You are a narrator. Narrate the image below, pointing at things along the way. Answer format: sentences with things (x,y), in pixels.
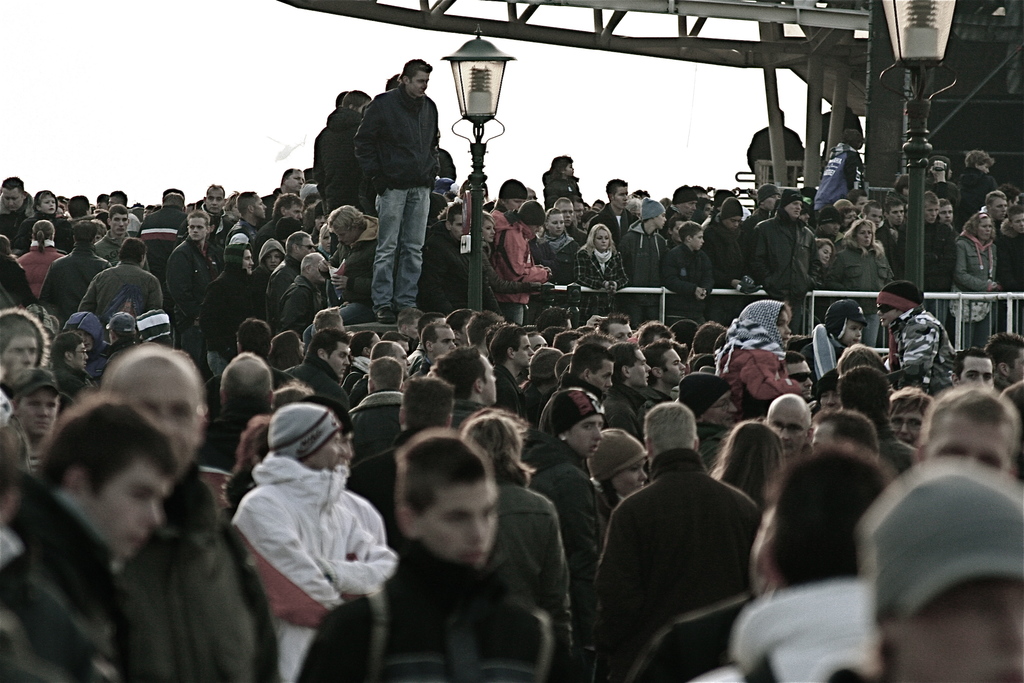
In this image we can see a group of people (360,380) standing. We can also see some street poles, a metal fence (966,295) and some metal poles (782,131).
